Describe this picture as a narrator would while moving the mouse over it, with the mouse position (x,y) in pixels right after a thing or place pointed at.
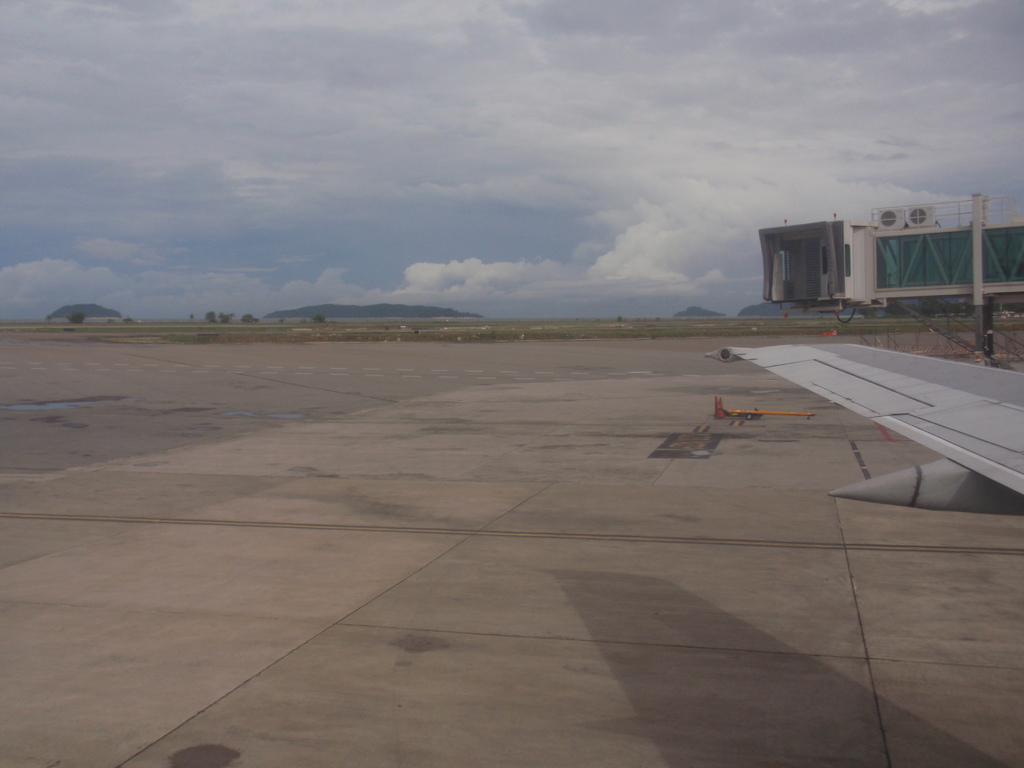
In this image we can see open area (428,498). Right side of the image (904,415) aeroplane wing (908,413) and building (918,253) is there. At the top (314,180) sky (333,143) is covered with clouds (401,66).
